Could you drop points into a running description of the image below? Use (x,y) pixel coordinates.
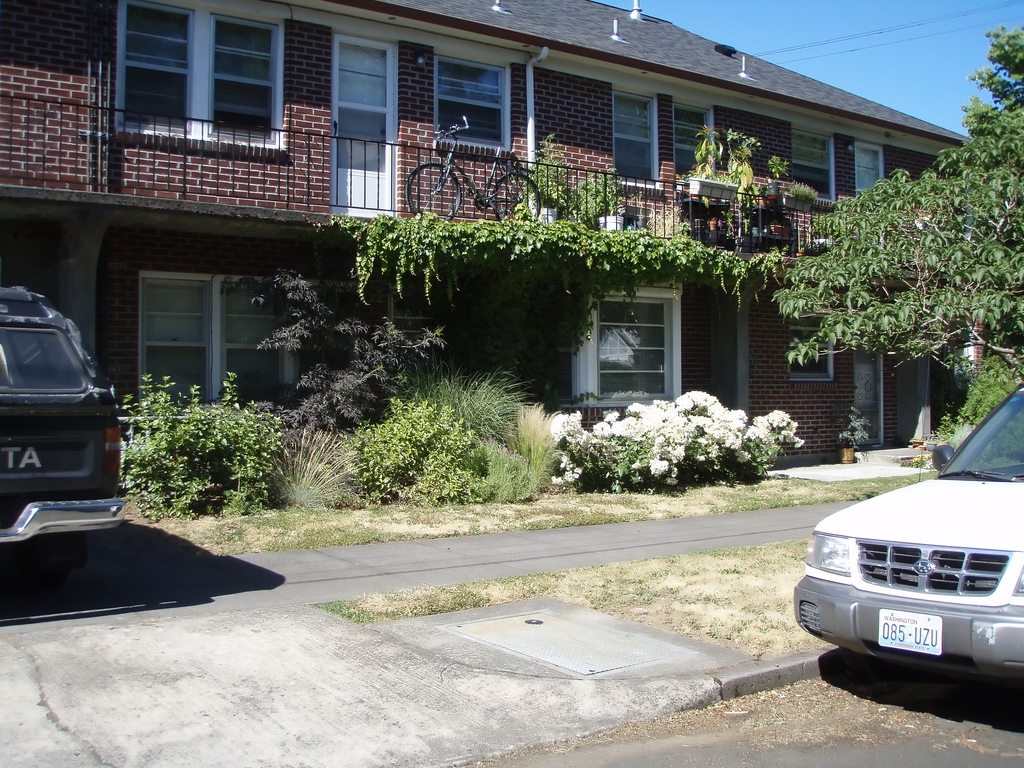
In this image there are houses (41,46) and also i can see some plants (533,222) flower pots (547,221), glass windows (616,320), railing (760,213), cycles (467,190). And on the right side (945,520) and left side (79,491) there are vehicles (78,512), at the bottom (420,582) there is a walkway (493,662) and grass (635,604). And at the top of the image (904,66) there is sky (861,43) and wires (911,37).
